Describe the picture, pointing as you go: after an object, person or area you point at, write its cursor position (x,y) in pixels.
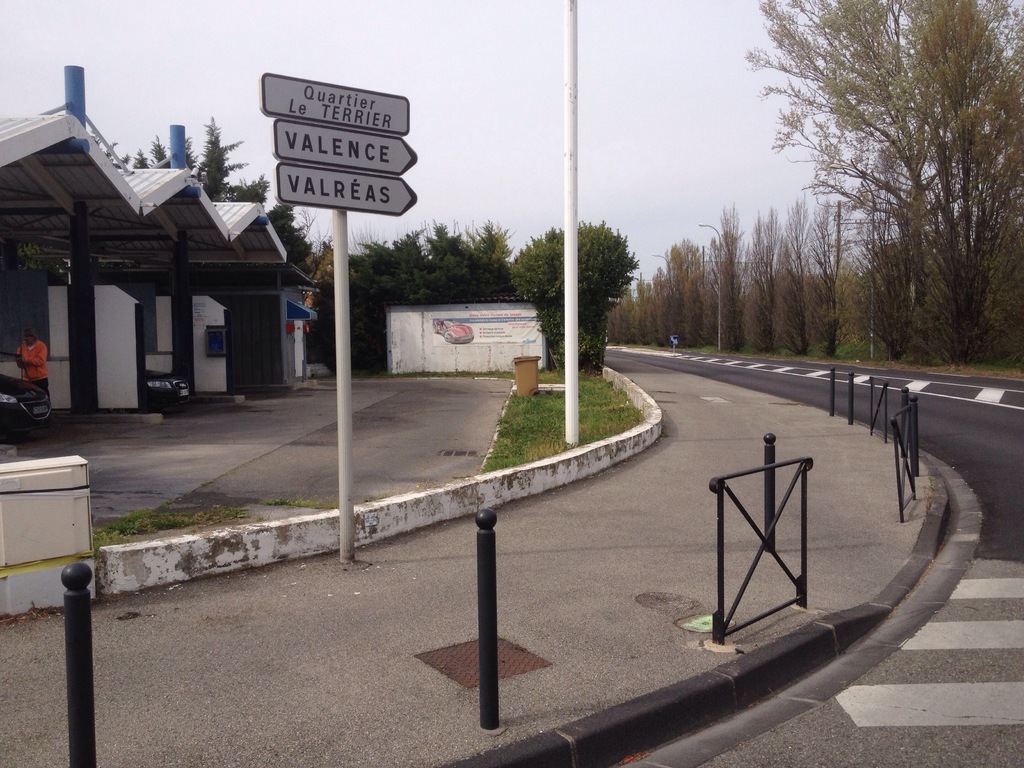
In this image we can see sheds (182,355), under the sheds (206,383) there are two cars (164,383) and a person (40,361) beside the car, there are iron rods (495,541) and a rod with sign boards (333,137) on the pavement (627,545) and there is a road (945,697) beside the pavement (844,502), there are few trees (890,241), and iron pole (577,403) on the grass (591,415), on wall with poster (490,326) and the sky (585,73) in the background (486,338).
